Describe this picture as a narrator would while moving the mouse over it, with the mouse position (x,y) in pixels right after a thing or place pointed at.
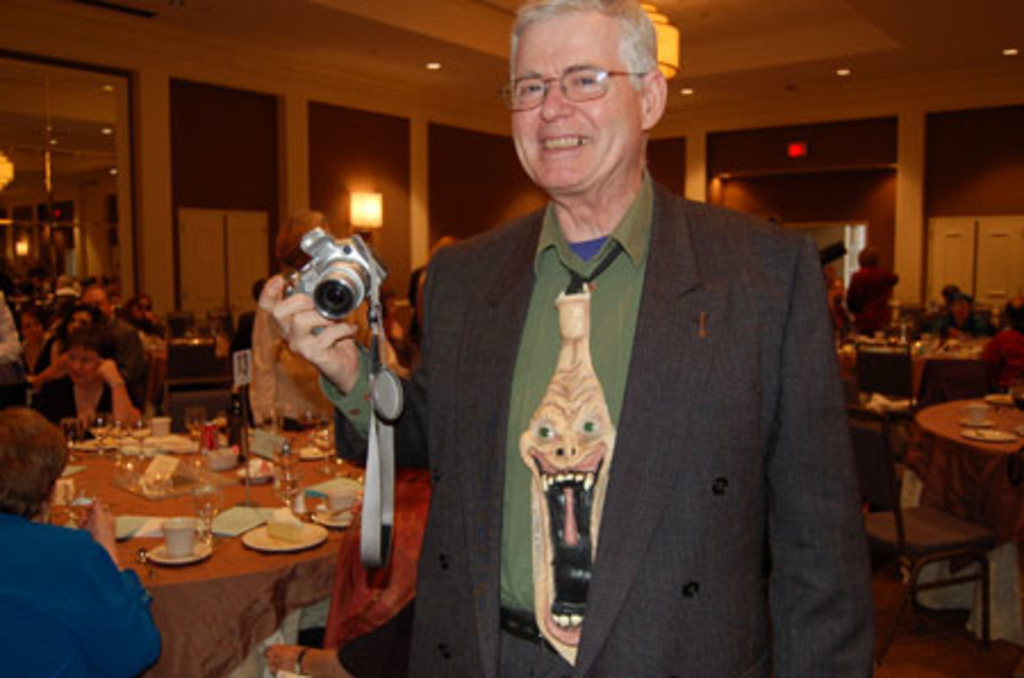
As we can see in the image there is a wall (218,97), mirrors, lamp (362,193), few people (110,525) here and there. The man (653,209) who is standing in the front (605,384) is holding camera (363,280) and there is a table (224,486) on the left side (230,505). On table (215,559) there are cups (183,531), saucers (187,559), glasses (216,507), plates (251,536) and tissues (133,525).
